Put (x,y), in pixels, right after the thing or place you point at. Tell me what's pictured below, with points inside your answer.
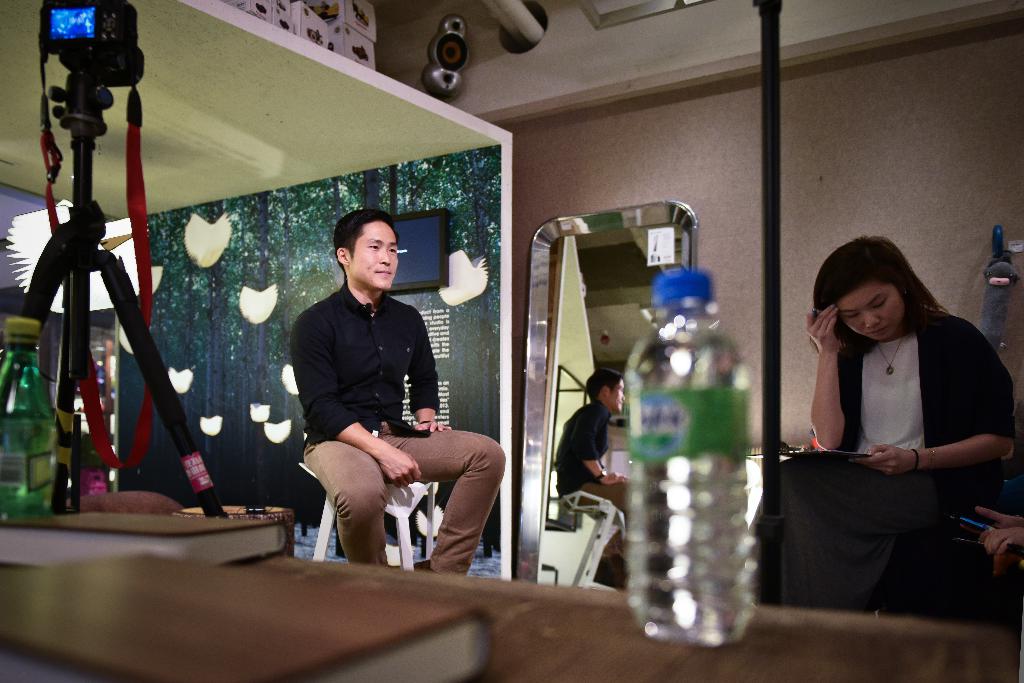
This is a picture of a shoot in a studio (574,110). In the center of the image (413,367) there is a man (345,419) seated in a chair (411,511) wearing a black shirt (369,354). On the left (84,315) there is a tripod stand (82,296), on the stand (84,267) there is a camera (79,43). On the right (953,398) there is a woman (865,416) sitting looking into a paper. In the background (618,295) in middle of the image (610,396) there is a mirror (620,368) we can see the reflection (583,437) of the man (586,440) seated in front of it. In the foreground (588,629) there is a table (597,619). On the table (638,634) there is a bottle (665,502) and two books (148,531), there is another bottle (28,412) to the left corner (21,422). To the background of the left there is a wall (236,313) and a television (425,244) on it.
